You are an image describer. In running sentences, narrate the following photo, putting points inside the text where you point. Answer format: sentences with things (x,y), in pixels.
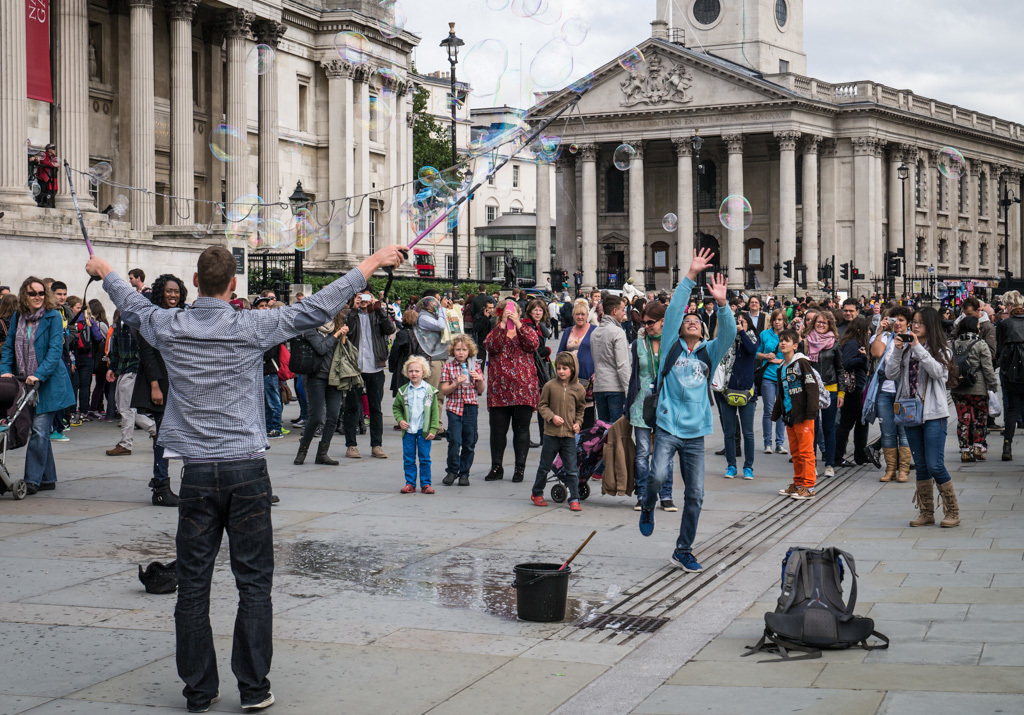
In this image we can see few buildings (654,208) and in front of the building (784,251) there are a group of people (426,345), some of them are clicking picture, and a man (243,489) is holding an object (511,157) and there is a bucket (555,608) and backpack (820,601) on the ground (572,599).
